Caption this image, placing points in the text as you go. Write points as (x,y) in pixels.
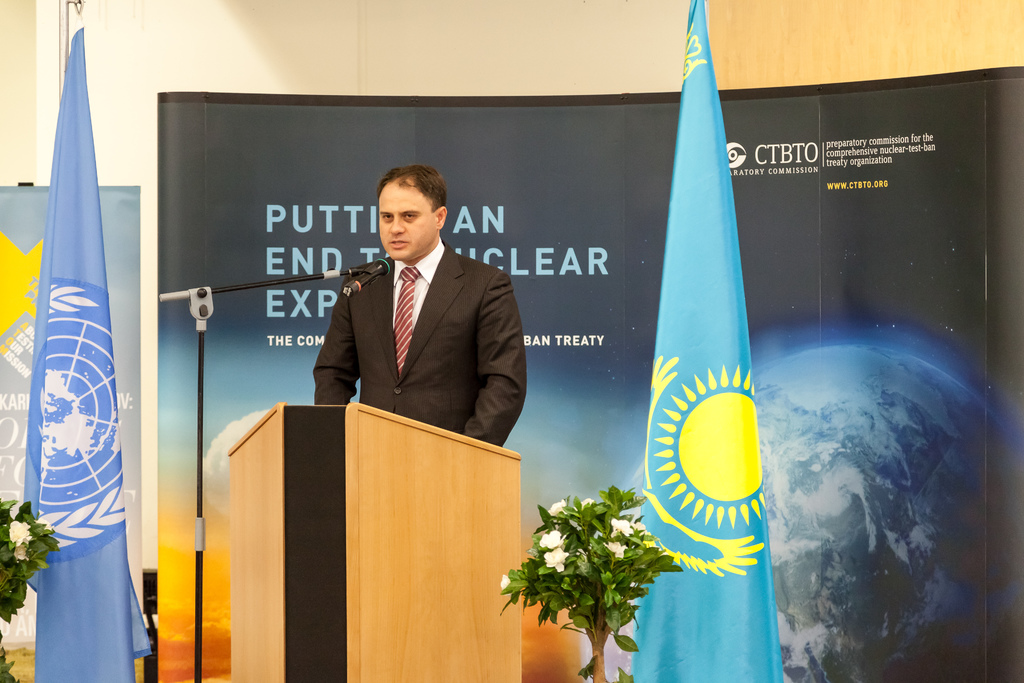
In this image there is a person (428,329) standing in front of a podium (323,432) is speaking in a mic (348,289), beside the person (362,294) there are plants (1,535), flags (68,256) and banners (214,487) in front of the wall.
